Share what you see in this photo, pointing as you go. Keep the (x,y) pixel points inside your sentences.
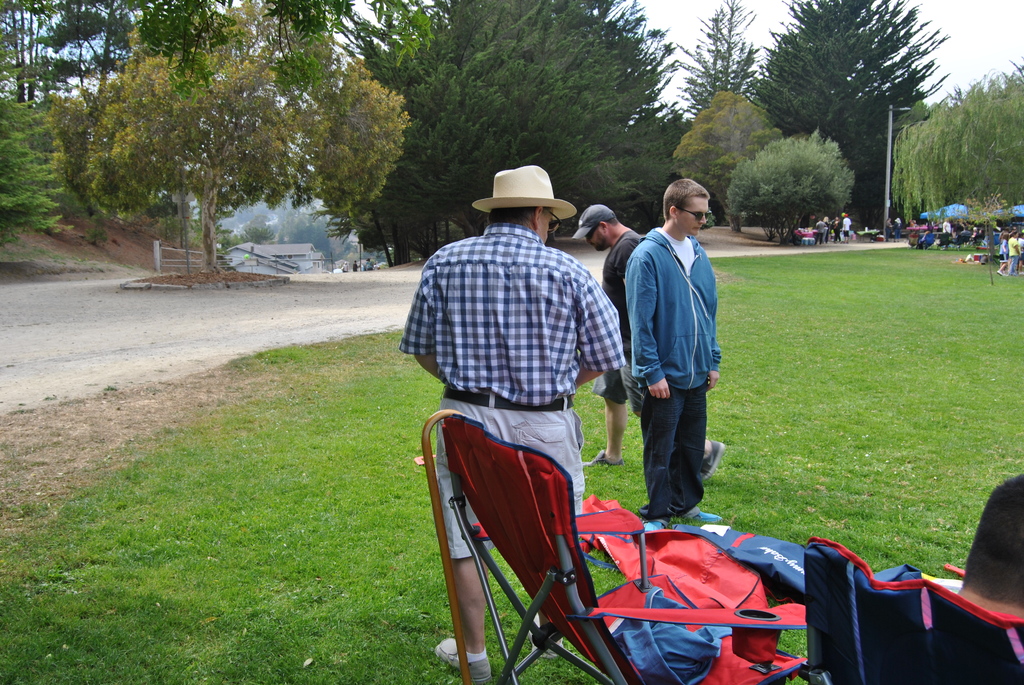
In the image in the center (613,301), we can see three persons (517,316) are standing and we can see one person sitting on the chair (858,608). And we can see chairs (853,590) and one cloth (746,561). In the background (605,121), we can see the sky (671,90), clouds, trees (725,115), grass (353,340), poles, one building (314,257), fence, few people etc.
